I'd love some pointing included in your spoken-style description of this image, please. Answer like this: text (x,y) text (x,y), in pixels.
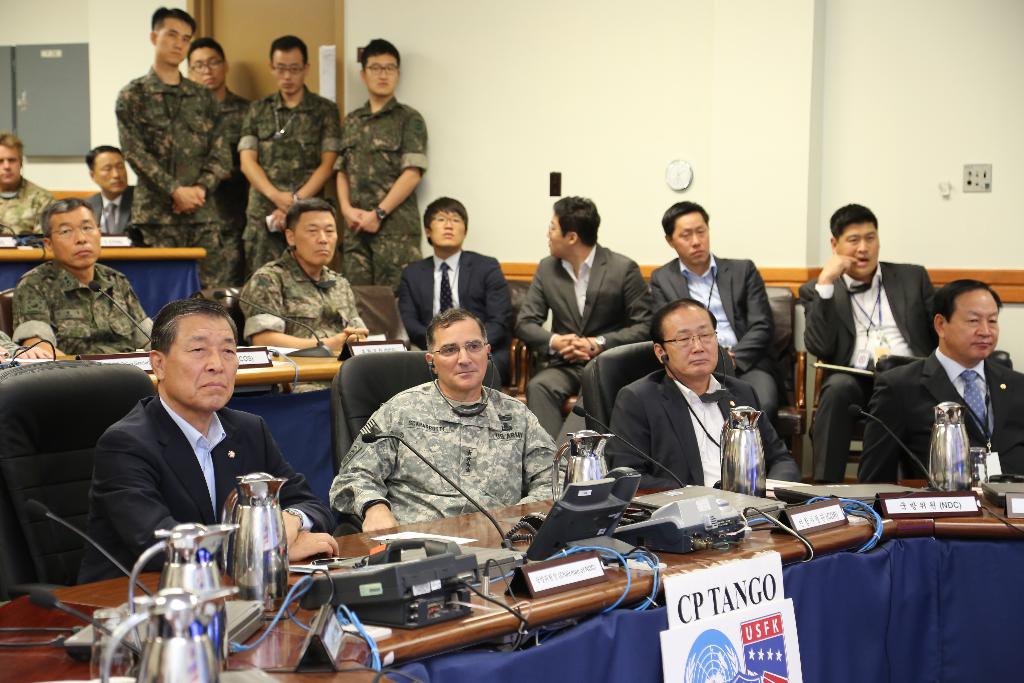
There are people (402,447) sitting on the chairs (345,366) as we can see in the middle of this image (343,372). There are four people (277,161) standing at the top of this image (257,128). We can see a wall (508,114) and a door (313,35) in the background (653,83). There are telephones (626,525) and other objects (180,641) are kept on a table (362,533) which is at the bottom of this image (340,544).
